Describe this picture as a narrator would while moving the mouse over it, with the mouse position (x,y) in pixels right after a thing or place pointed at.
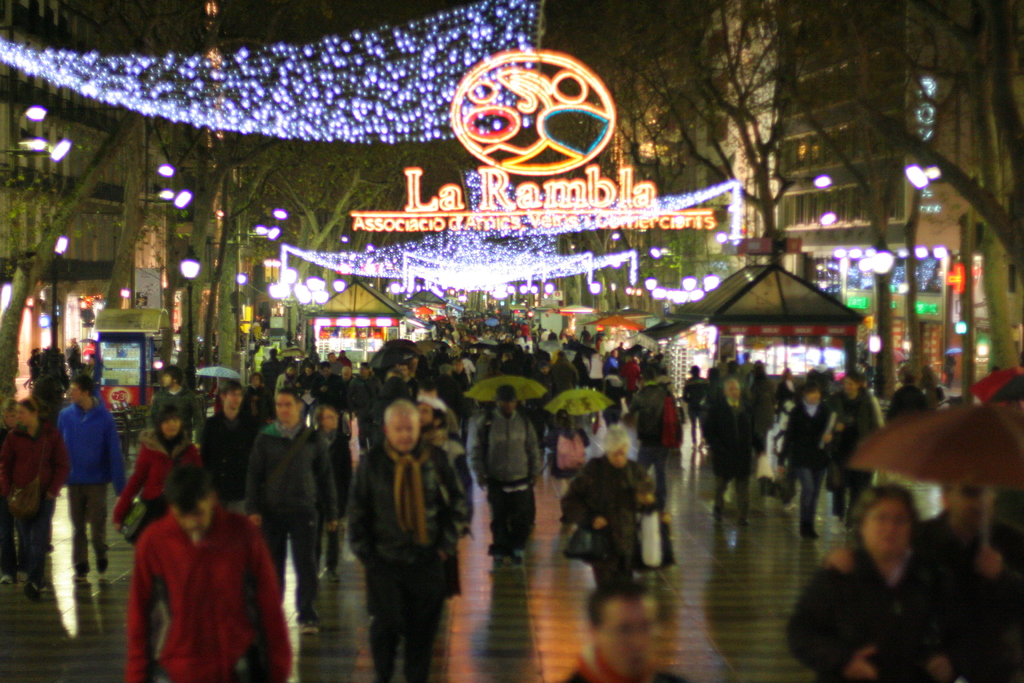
In this picture we can see there are groups of people (337,487) on the walkway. Some people (412,374) holding the umbrellas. On the left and right side of the people (397,391) there are trees (1006,351). Behind the people (364,378) there are stalls (669,341), decorative lights (453,231), a name board (429,212) and buildings (787,164).
